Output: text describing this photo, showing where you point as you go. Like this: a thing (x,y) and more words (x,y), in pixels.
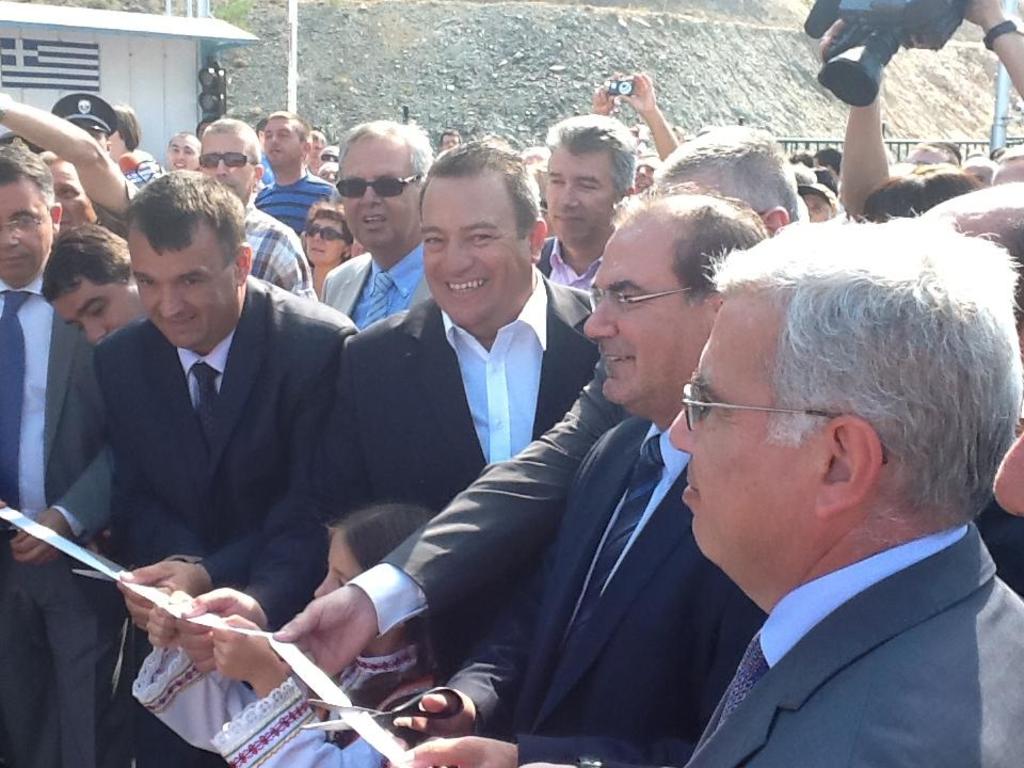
In this image I can see number of people (326,273) are standing. Here I can see the few of them are wearing formal dress (635,430), few of them are wearing shades (219,159), few of them are wearing specs (810,414) and I can also see smile on few faces (511,287). here I can see few people (265,614) are holding scissors (426,722) and a white colour ribbon (307,671). I can also see a camera (940,43) over here and in background (223,73) I can see few lights (225,86).
